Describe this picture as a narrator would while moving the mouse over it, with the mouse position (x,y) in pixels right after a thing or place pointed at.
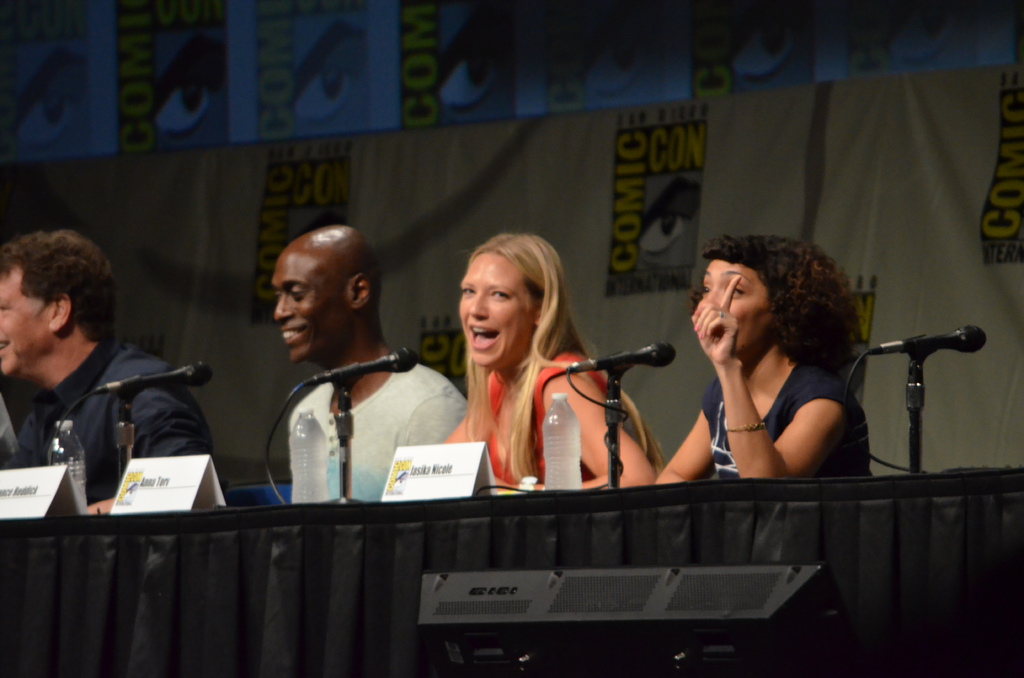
At the bottom of this image (918,560), there is a table (932,537) on which there are bottles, microphones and name boards (141,489) arranged. Behind this table (621,546), there are two women (773,315) and two men (48,290), smiling. In the background (611,191), there is a banner (355,148).
